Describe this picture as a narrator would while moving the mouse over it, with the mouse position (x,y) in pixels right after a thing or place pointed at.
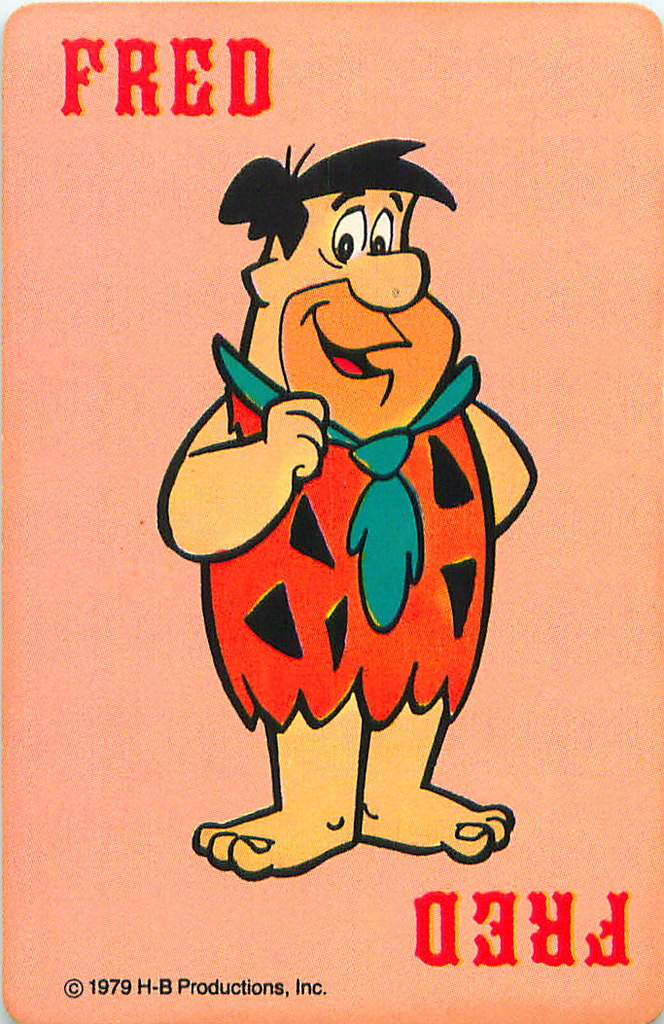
In this picture we can see a drawing (274,785) of a person (287,462) wearing red color dress (461,490), tie (384,471), smiling and standing on the ground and we can see the text (141,46) is printed on the image.
